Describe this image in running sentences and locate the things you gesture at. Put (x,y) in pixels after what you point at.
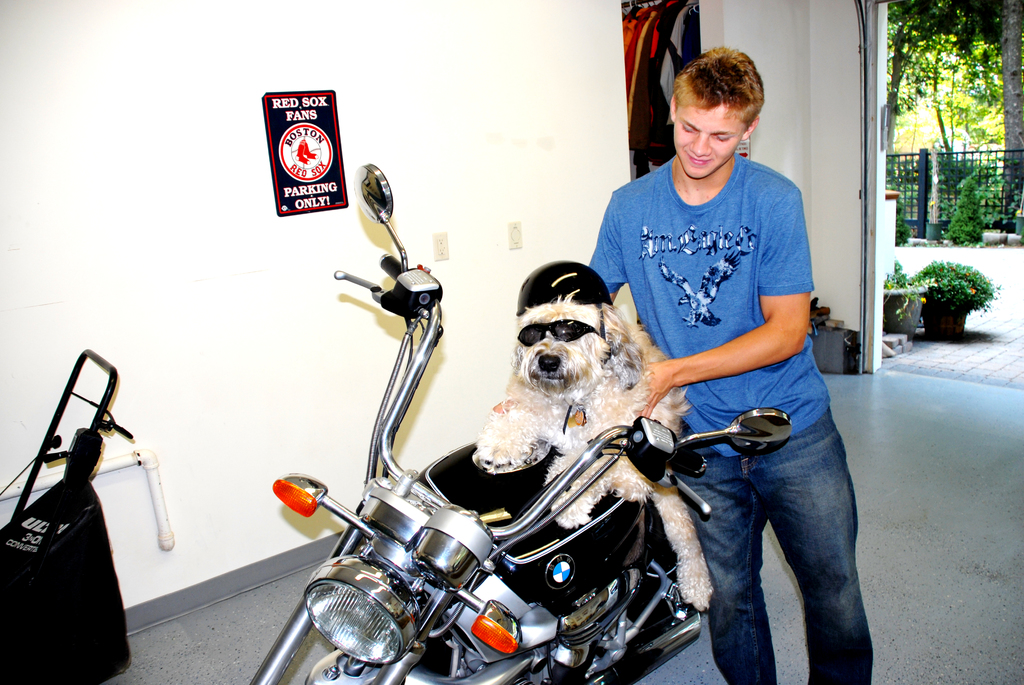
This picture shows a man (694,368) holding a dog (689,574) on the motorcycle (569,544) and we see a poster (285,107) on the wall (316,84) and we see few plants (934,280) and trees (986,51).
